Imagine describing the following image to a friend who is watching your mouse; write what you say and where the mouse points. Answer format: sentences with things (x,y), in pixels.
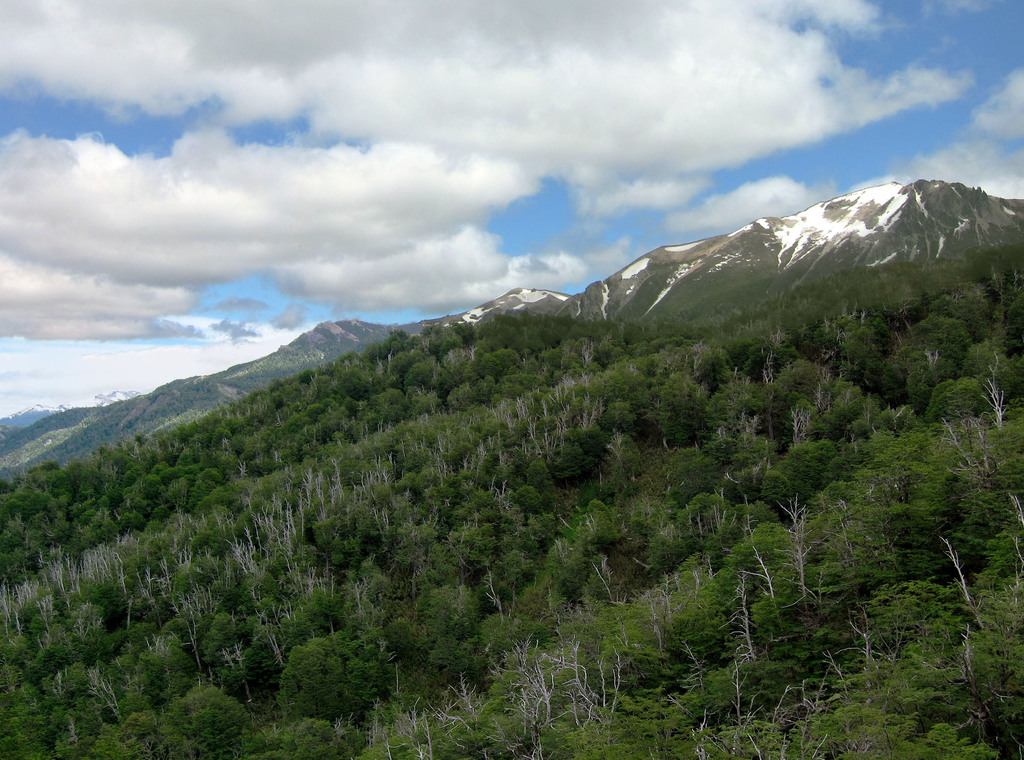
In this image I can see at the bottom (602,539) there are trees (515,547). In the middle (675,276) there are mountains (824,273) with the snow (838,234), at the top (456,132) it is the cloudy sky (422,221).
